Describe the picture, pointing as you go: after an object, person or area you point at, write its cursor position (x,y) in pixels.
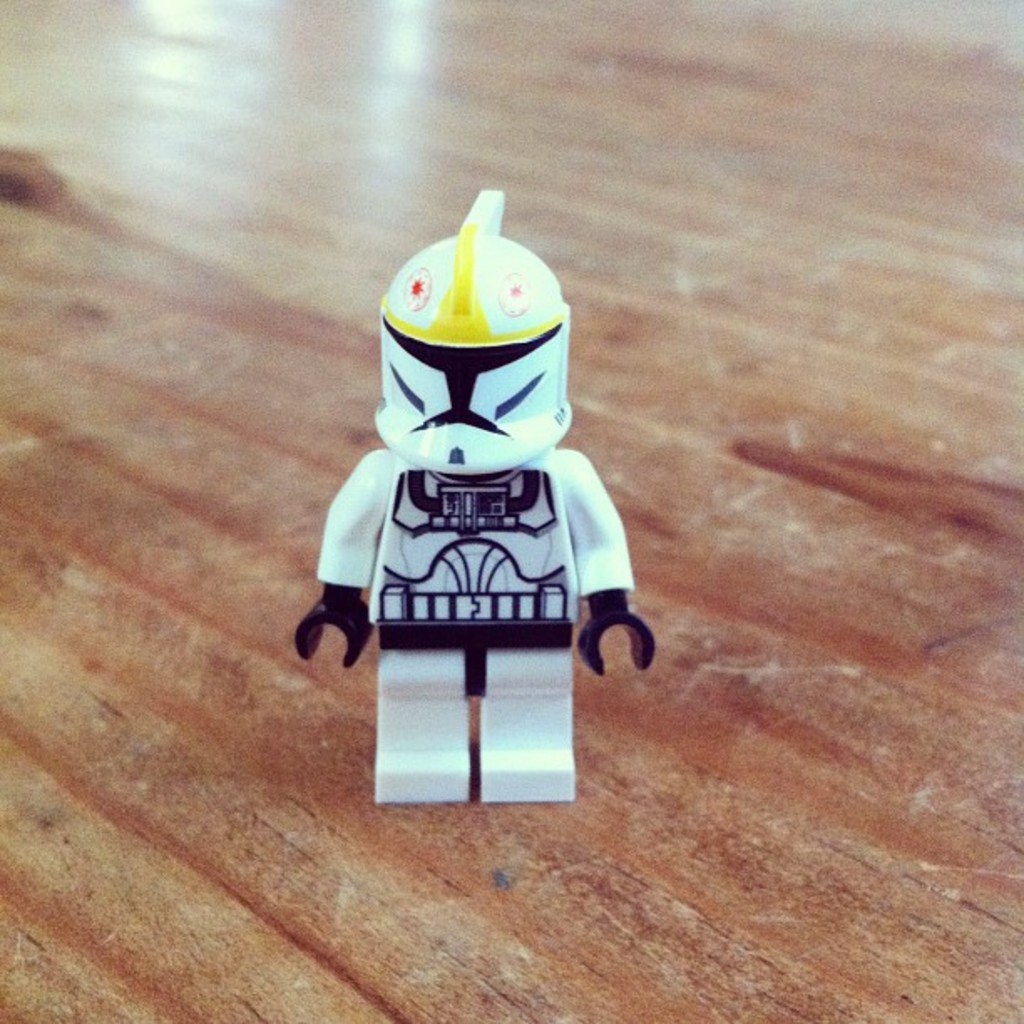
In this image we can see a toy (380,803) which is placed on the wooden surface (512,957).
